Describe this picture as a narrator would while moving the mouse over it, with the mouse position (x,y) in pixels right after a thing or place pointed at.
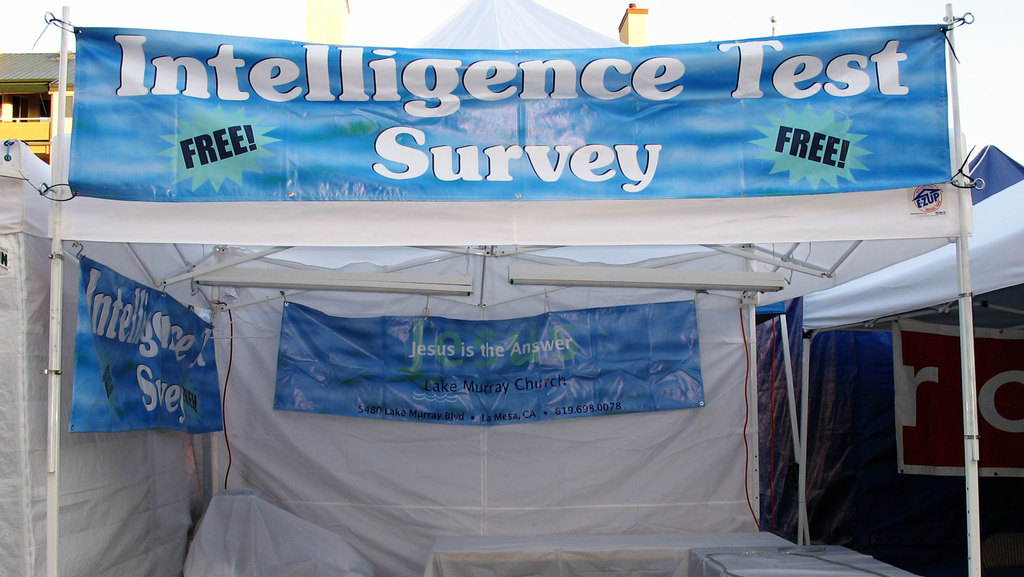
This image consists of tents (683,518), tablecloth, lights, boards (525,175), poles (751,319), buildings (46,70) and the sky (1012,125). This image is taken may be during a day.
